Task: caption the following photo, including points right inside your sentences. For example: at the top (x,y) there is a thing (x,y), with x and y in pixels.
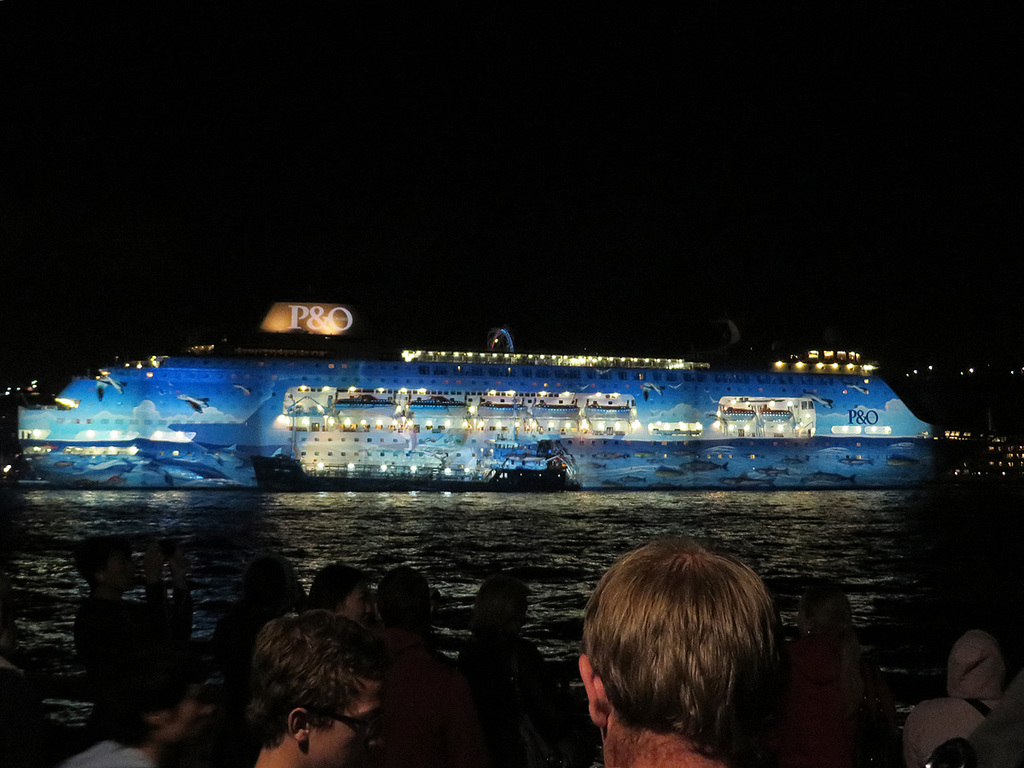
In this picture we can see a group of people (347,688) standing on the path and in front of the people (298,630) there is a boat (661,459) on the water (319,535). Behind the boat (665,447) there is a dark background (561,168).
